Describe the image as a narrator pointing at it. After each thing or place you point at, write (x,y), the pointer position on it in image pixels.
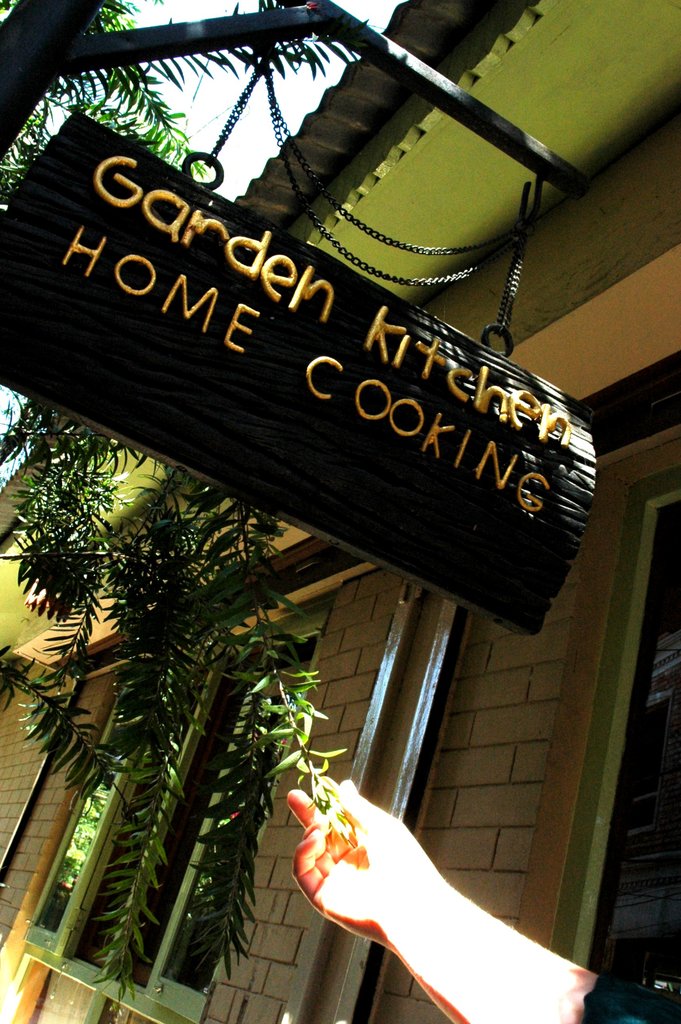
In the middle of the picture (312,412), we see a brown color board (328,419) with text (273,280) written on it. Behind that, we see a building (484,743) in brown color. We even see glass door (665,579) and windows (120,818). On the left side of the picture (203,506), we see a tree (128,544). At the bottom of the picture (463,966), we see the hand (411,899) of the person (568,983) holding the branch (329,794) of the tree (259,694).
